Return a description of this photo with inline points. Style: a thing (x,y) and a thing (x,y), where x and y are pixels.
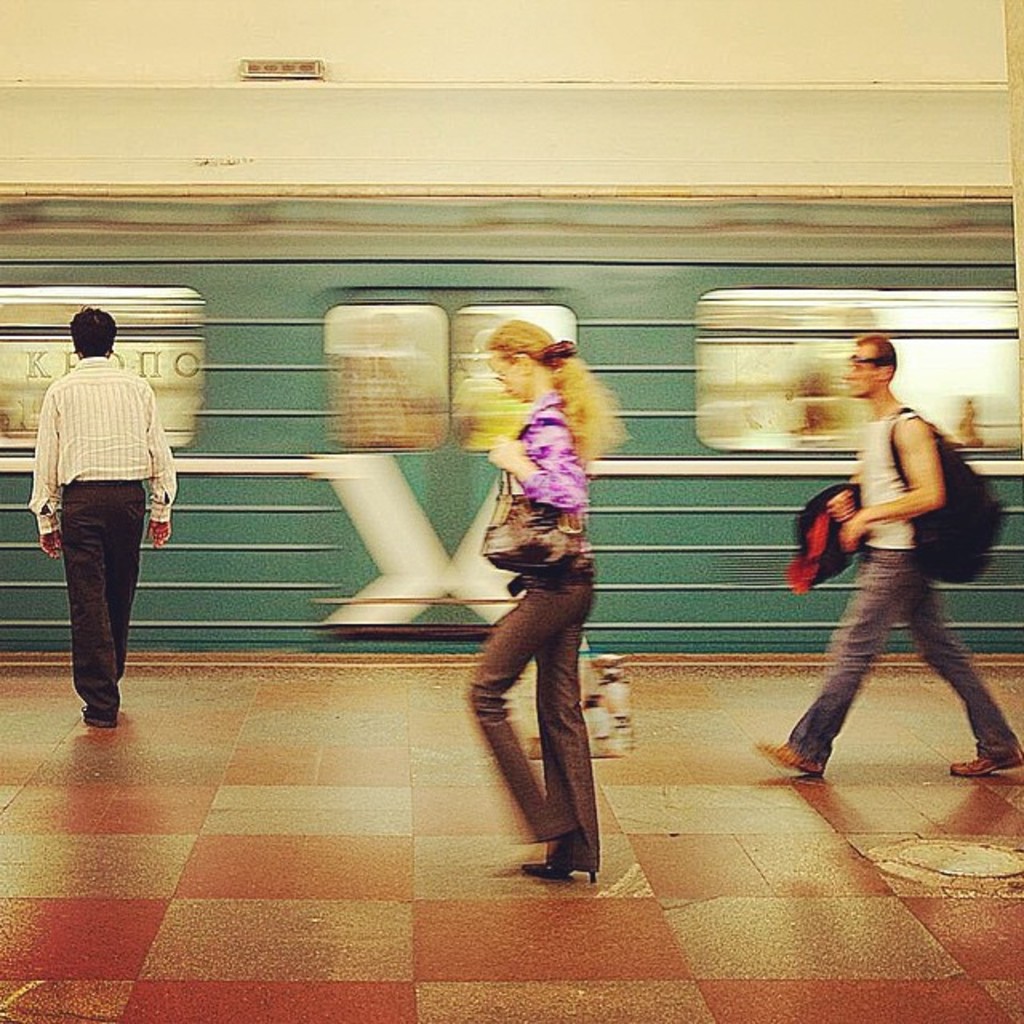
In this picture I can see few people (570,590) walking and couple of them are wearing bags (553,536) and looks like a train (389,327) in the background (317,218).
